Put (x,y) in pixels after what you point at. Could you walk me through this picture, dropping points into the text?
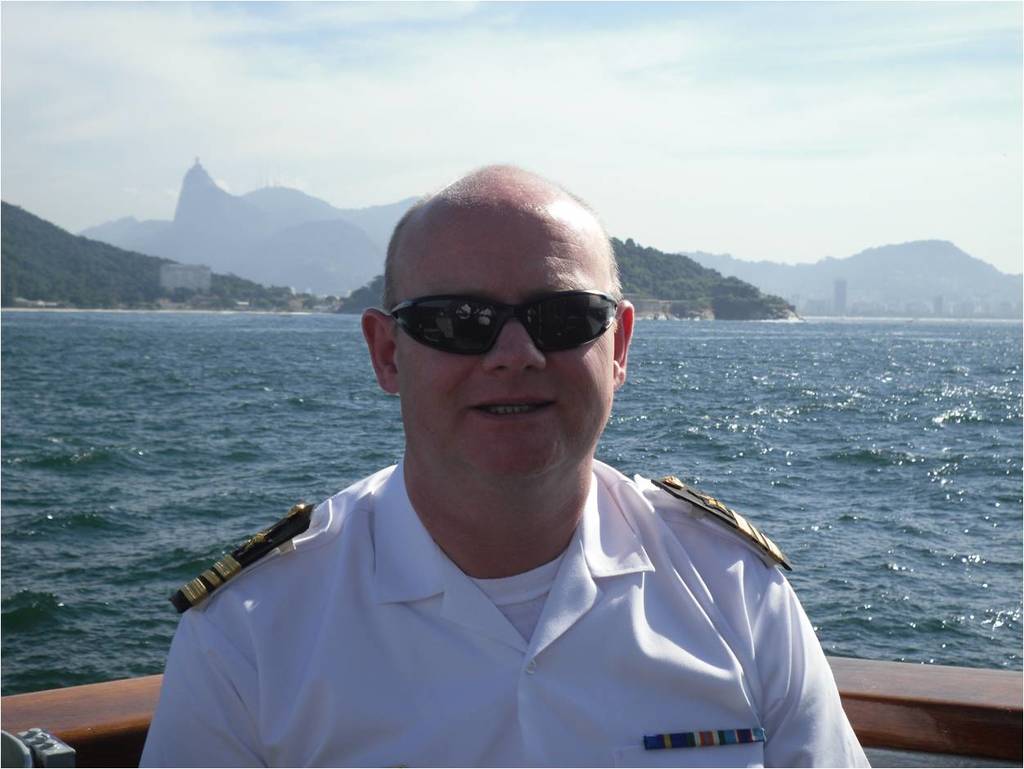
In this image person (463,634) is sitting on the boat (895,698). At the background (134,297) there are mountains (147,259), trees (143,270), buildings (170,281), water (185,401). At the top of the image (665,134) there is sky (814,90).
